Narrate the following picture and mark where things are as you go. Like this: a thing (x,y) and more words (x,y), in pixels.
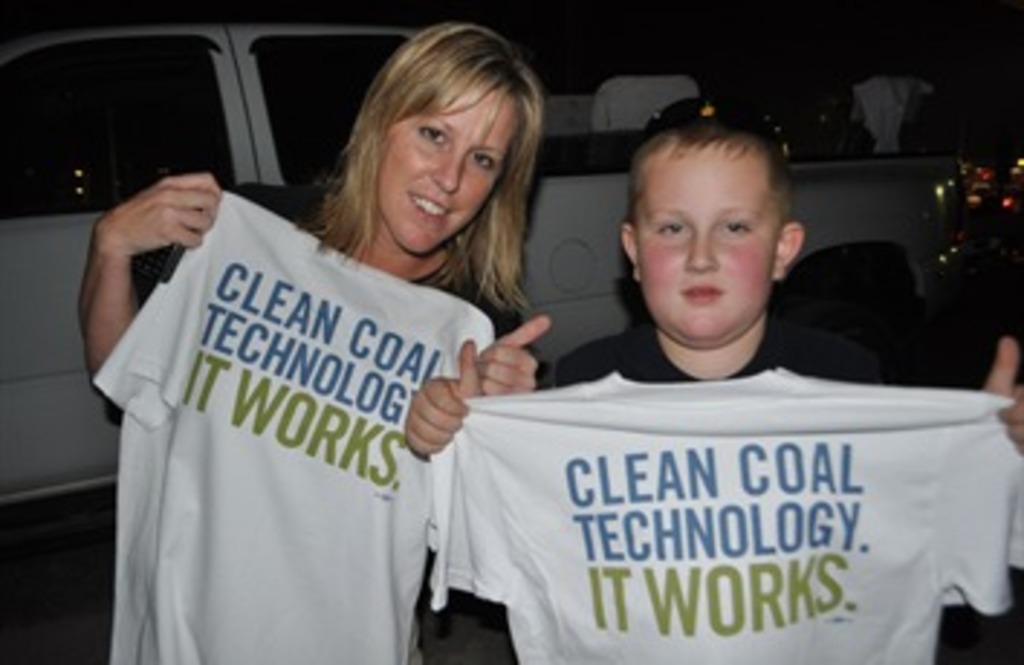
In the foreground (494,289), I can see two persons (658,378) are holding clothes (725,531) in their hand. In the background (960,313), I can see vehicles (882,321) on the road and a dark color. This image taken, maybe during night.
